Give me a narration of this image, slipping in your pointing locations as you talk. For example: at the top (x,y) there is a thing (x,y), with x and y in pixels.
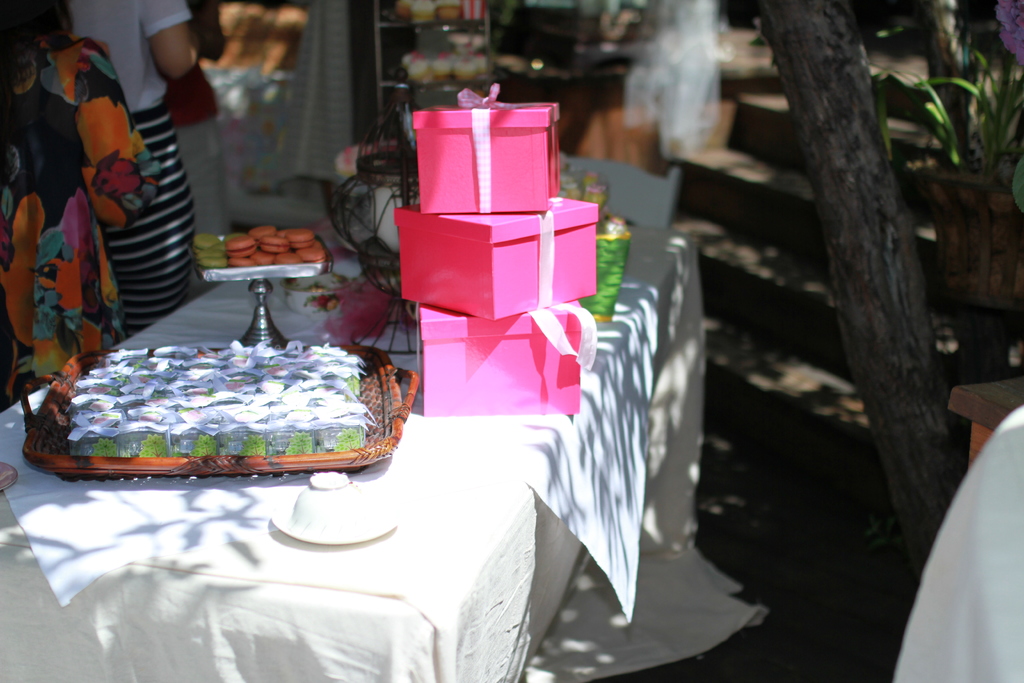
In the foreground of this image (490,393), on the table (462,423), there are gift boxes (524,141), cakes (248,260), boxes (323,408) on the tray (402,414), a white object (362,506) and few more objects (383,224) are on the table (476,564). In the left (118,222), there are two persons (131,216). In the background (384,34), there are cakes (418,56) in the rack (471,22). On the right (871,200), there is a tree (907,346) and it seems like a person's shoulder (990,615) and table (982,401).
